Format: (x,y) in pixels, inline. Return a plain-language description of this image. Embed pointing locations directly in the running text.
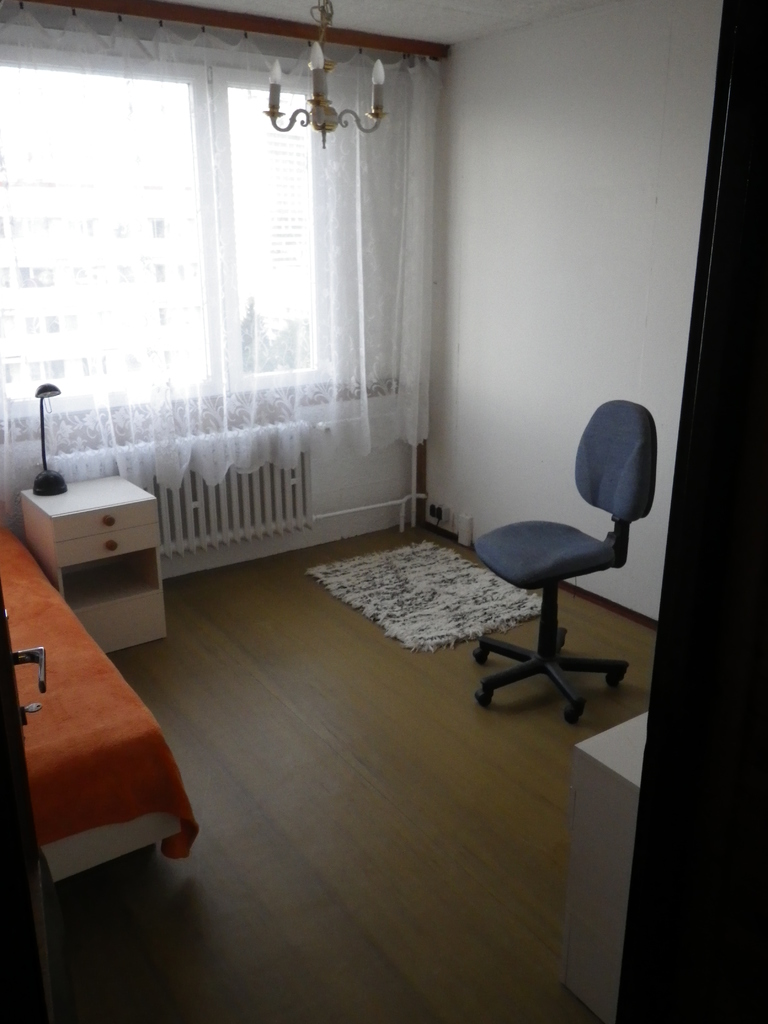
This is an inside view of a room (184,904). On the left side (14,832) there is a door (13,813), a bed (72,783) and a table (66,553). On the right side (603,509) there is a chair (584,477) on the floor (562,593). Beside the chair (562,549) there is a mat (415,575). In the background (334,319) there is a curtain (117,314) to the window (147,144). At the top of the image (319,57) there is a chandelier (321,113).
